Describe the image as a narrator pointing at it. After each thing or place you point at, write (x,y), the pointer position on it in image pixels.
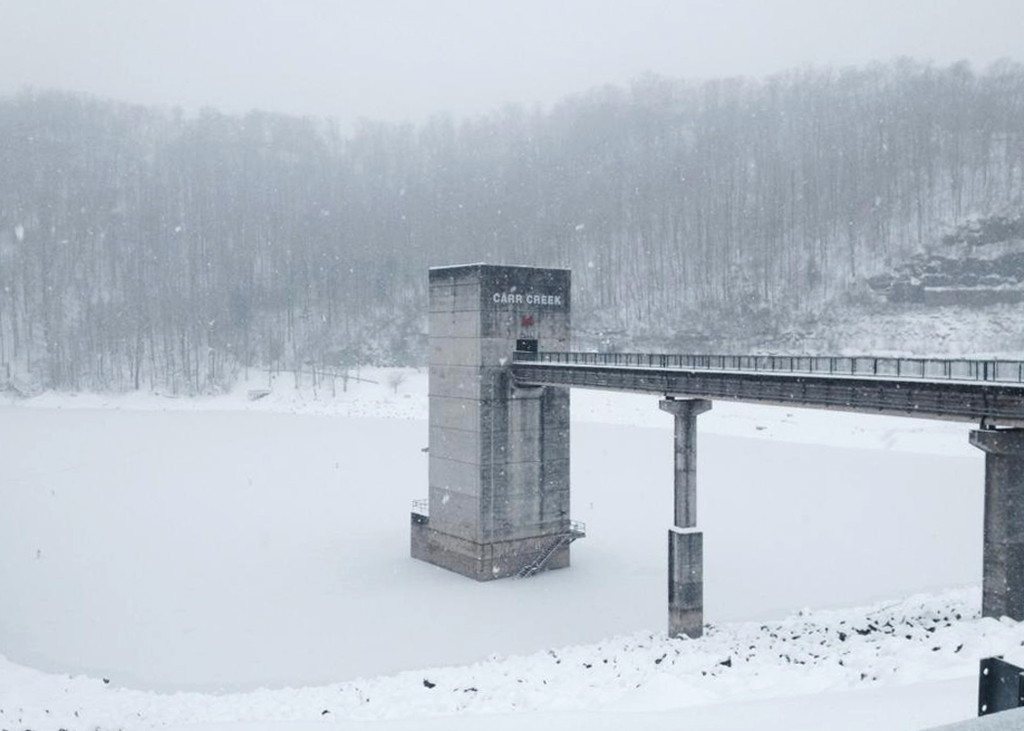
This image consists of a bridge (948,399) along with pillars (1007,498). At the bottom (296,650), there is snow (288,605). In the background (49,263), there are trees (28,161). At the top (447,26), there is sky (523,69).
